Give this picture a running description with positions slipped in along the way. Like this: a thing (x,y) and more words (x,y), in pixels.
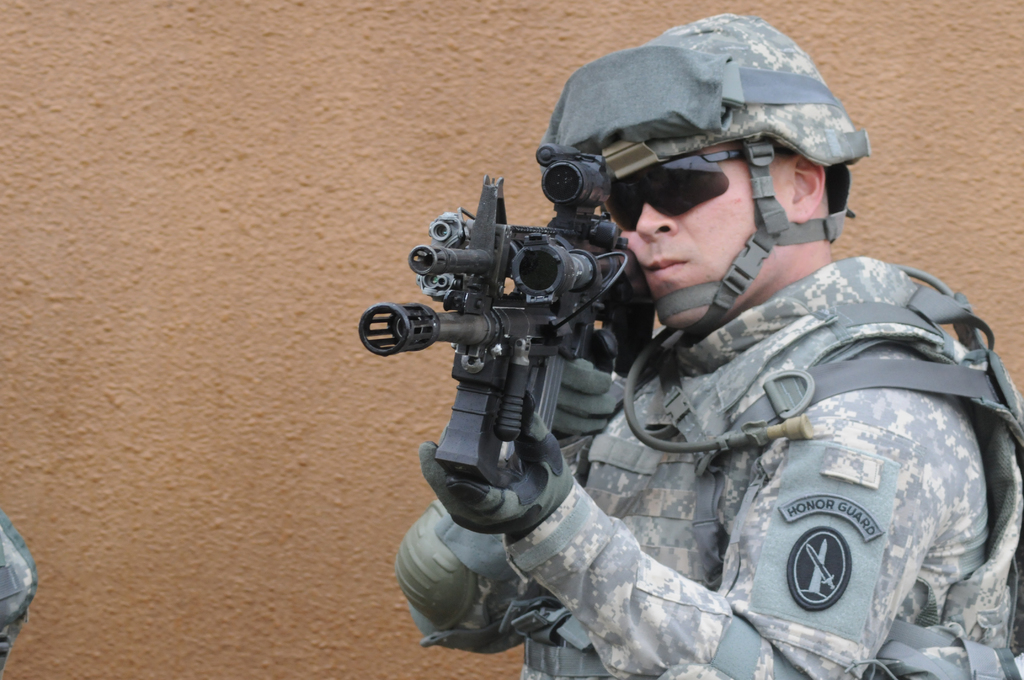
In this image in the foreground (587,382) there is one person (785,438) who is standing and he is holding a gun (511,377), and in the background (258,318) there is a wall (265,413).
